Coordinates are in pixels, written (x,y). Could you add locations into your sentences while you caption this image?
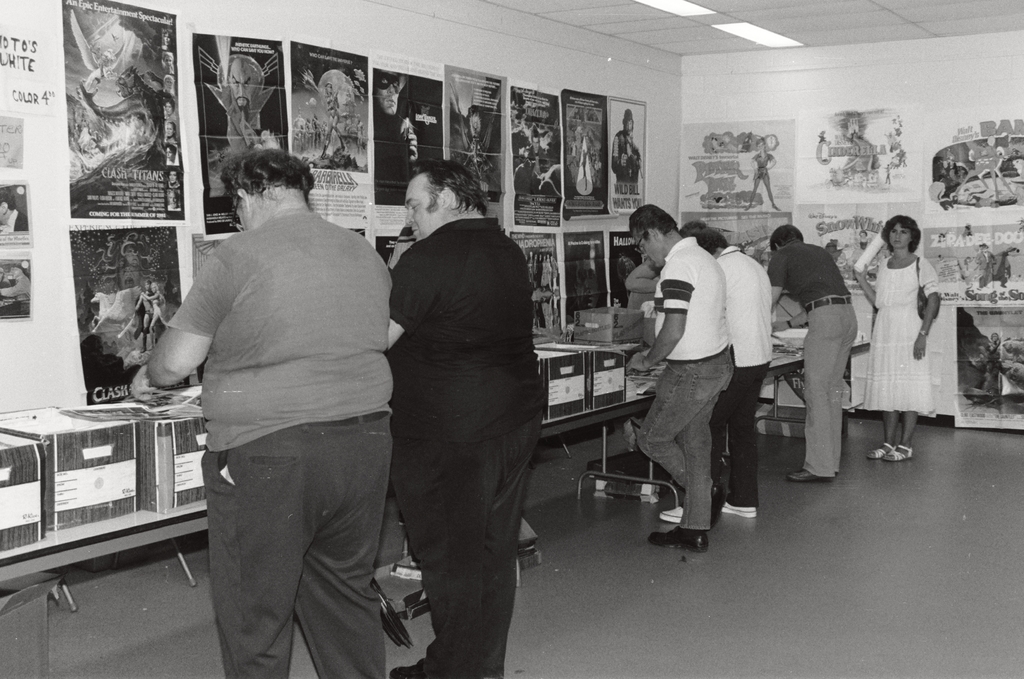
This is a black and white image. In this image we can see people (224,480) standing on the floor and tables (174,522) are placed in front of them. On the tables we can see cardboard cartons (200,457). In the background (98,232) there are electric lights (724,32) to the roof (720,52) and advertisements (257,149) attached to the walls (195,158).
